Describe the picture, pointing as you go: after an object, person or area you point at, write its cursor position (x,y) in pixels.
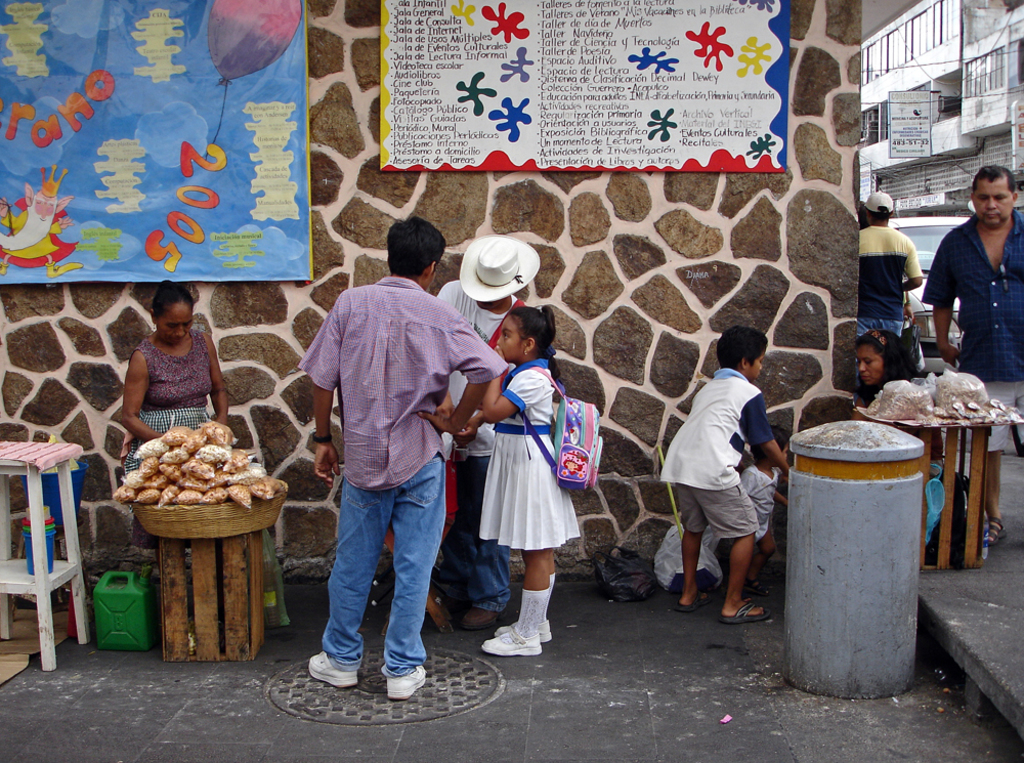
Here we can see kids (507,359) and few persons (487,342) are standing on the ground (441,698) and we can also see food packets (195,496) in a basket (181,507) on a platform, stool (81,616), oil can (121,612) banner (216,84) and a hoarding (447,94) on the wall (642,308). On the right (884,156) we can see a car (916,236), few persons (900,252), hoardings (904,113), buildings (969,94), poles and windows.
